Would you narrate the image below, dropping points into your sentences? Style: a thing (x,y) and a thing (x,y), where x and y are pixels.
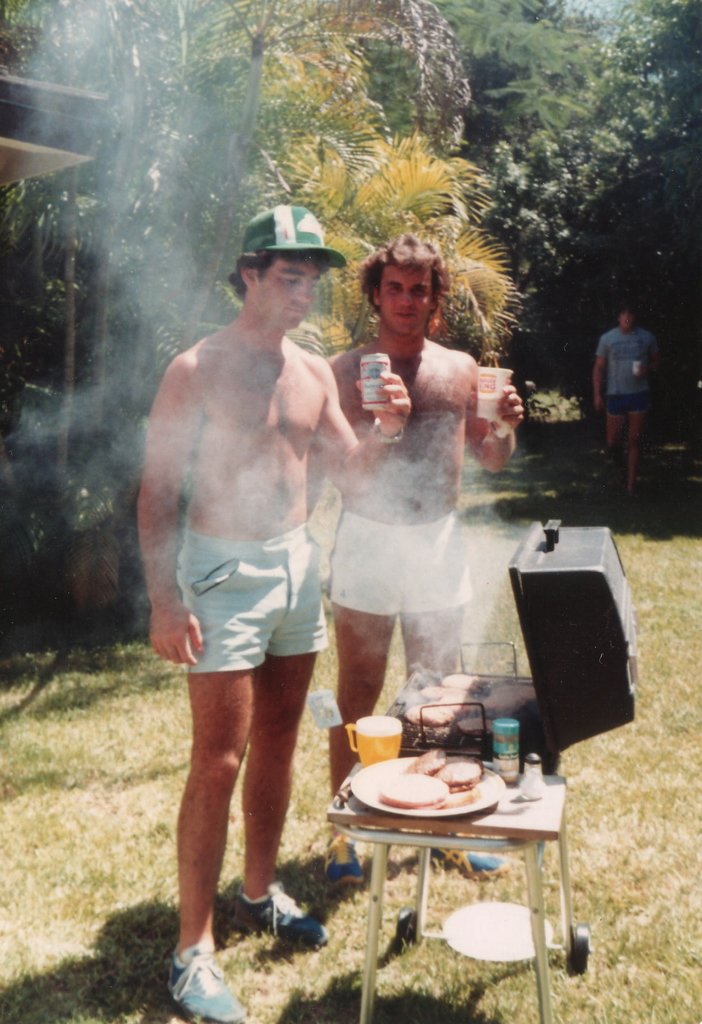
In this image we can see two persons (376,514). They are holding something in the hand (395,382). One person (267,369) is wearing cap (278,236). Near to them there is a table (506,815). On that there is a plate (461,809), cup (382,756), grill (421,721) with food item (452,698) and some other things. On the ground (134,839) there is grass (127,809). In the background (383,160) there are trees (357,177). Also we can see a person (611,402) in the background (627,368).
